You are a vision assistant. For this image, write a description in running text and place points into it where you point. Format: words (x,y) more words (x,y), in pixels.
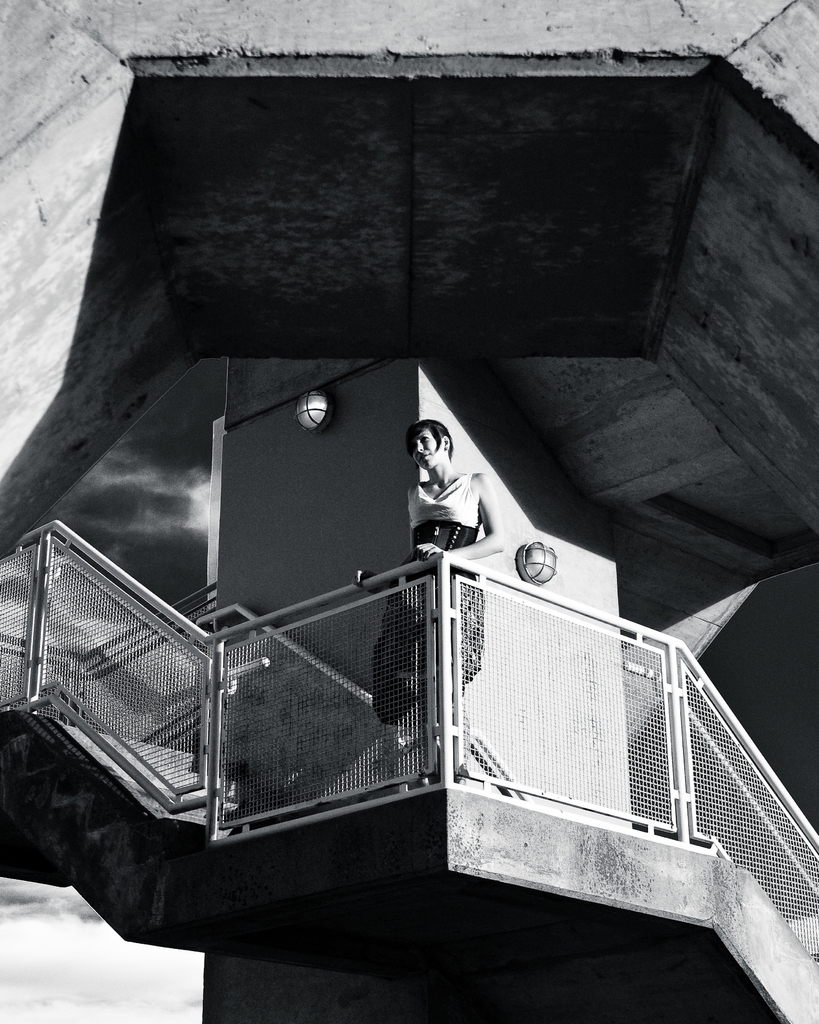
In this image I can see a person (471,557) is standing. I can see the fencing (228,754), pillar (587,757) and sky (157,964). The image is in black and white.
